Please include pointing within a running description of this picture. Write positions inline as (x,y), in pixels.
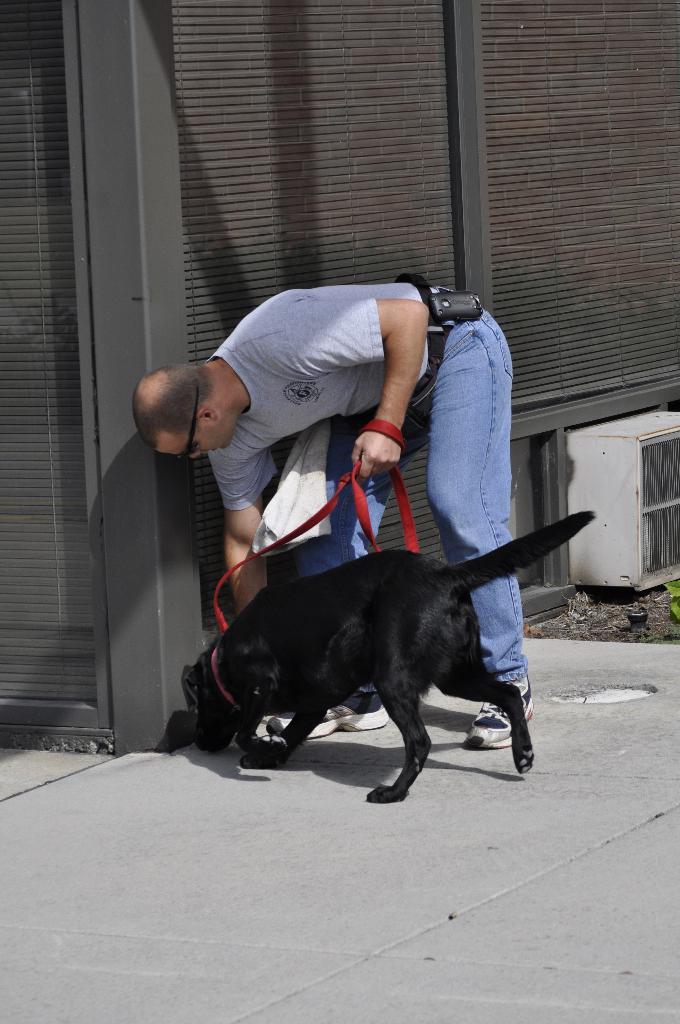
Here a man (465,551) is with a dog (386,615) holding dog belt (396,475) in his hand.
